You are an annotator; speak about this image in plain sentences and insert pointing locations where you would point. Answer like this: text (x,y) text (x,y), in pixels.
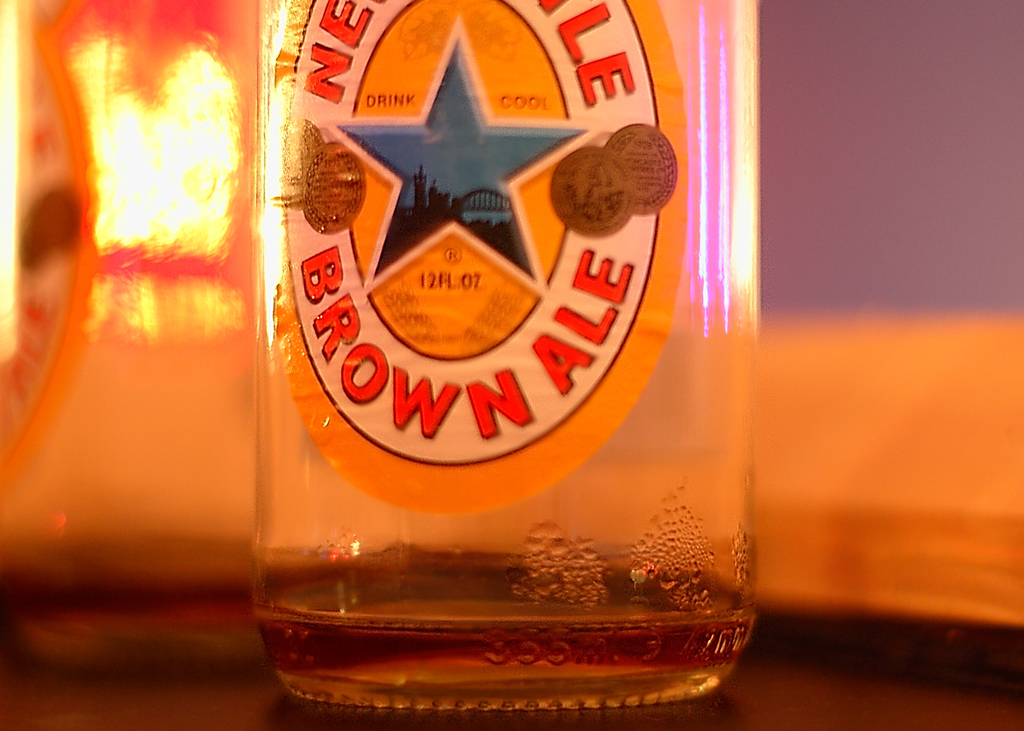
This picture shows an Empty glass bottle (468,403) placed on the table (220,683).
